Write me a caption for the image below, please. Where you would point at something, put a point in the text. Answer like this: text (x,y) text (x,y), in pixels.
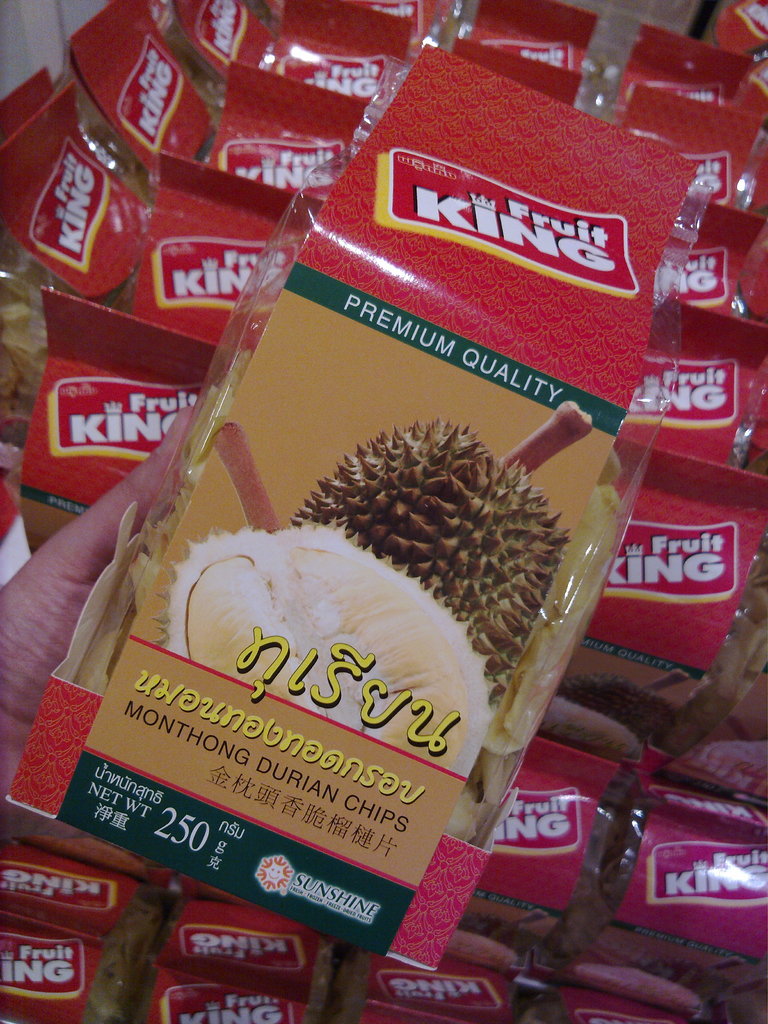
In the image there is a packet (338,489) of packed fruits (203,576) being held in a person's hand (23,674) and behind that packet (161,575) there are many other packets (286,166).
